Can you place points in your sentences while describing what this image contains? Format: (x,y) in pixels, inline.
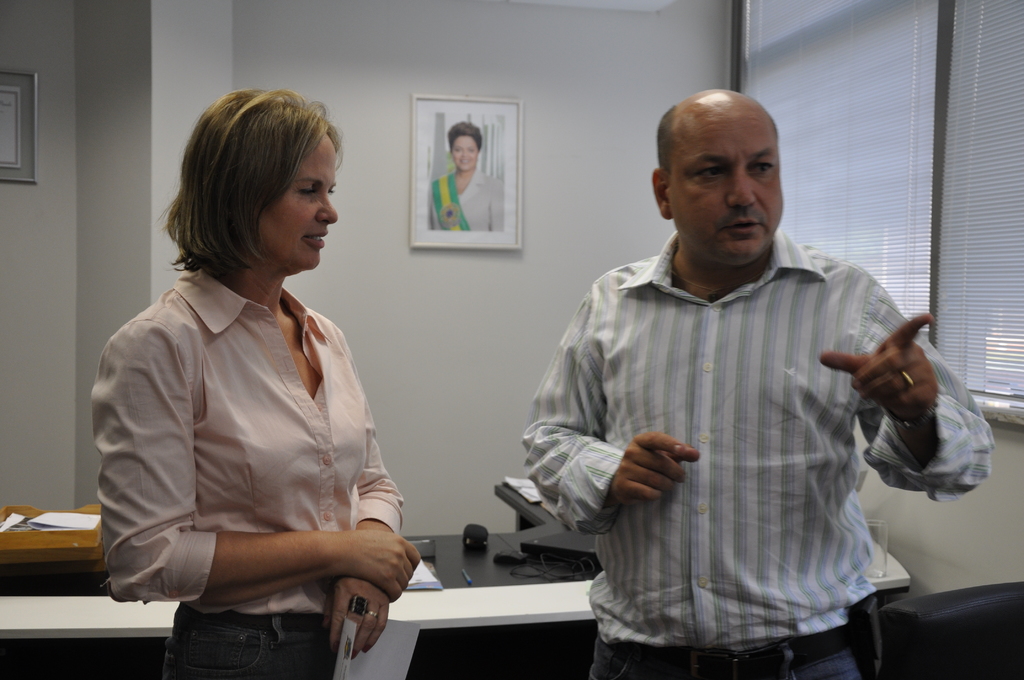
In this image, we can see people (634,309) standing and one of them (360,578) is holding a paper (391,642). In the background (193,87), there are frames (20,125) on the wall (542,282) and we can see a window (899,187) and there is a box (59,544), papers (36,516), mouse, glass (873,548) and some other objects (419,576) are on the table (105,623) and we can see a black color object (925,629).
